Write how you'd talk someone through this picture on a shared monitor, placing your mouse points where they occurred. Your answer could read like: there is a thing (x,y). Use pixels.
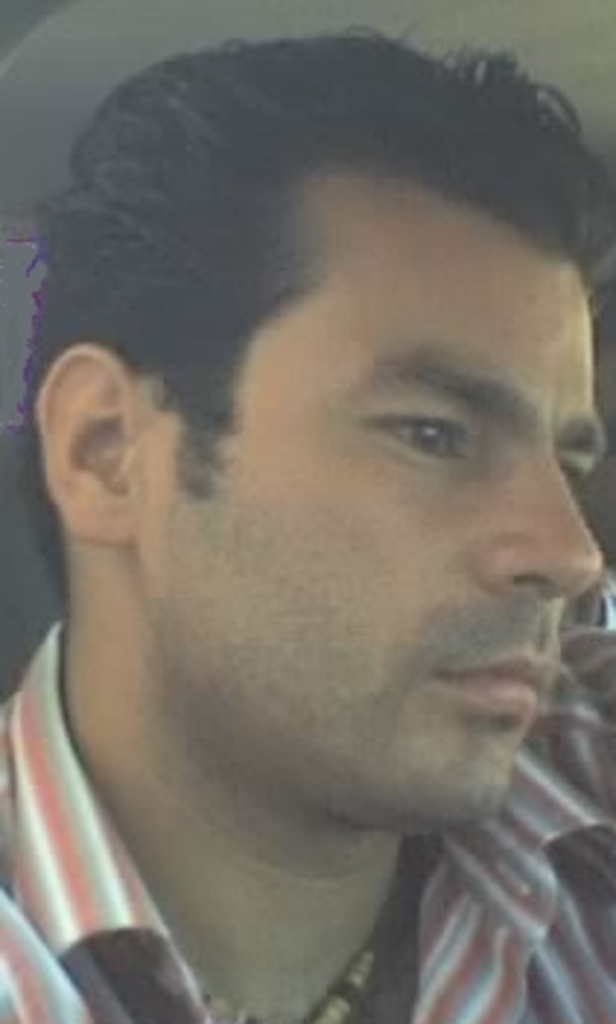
In this picture we can see the face (339,742) of a person (385,820). He is wearing a shirt (409,952).
